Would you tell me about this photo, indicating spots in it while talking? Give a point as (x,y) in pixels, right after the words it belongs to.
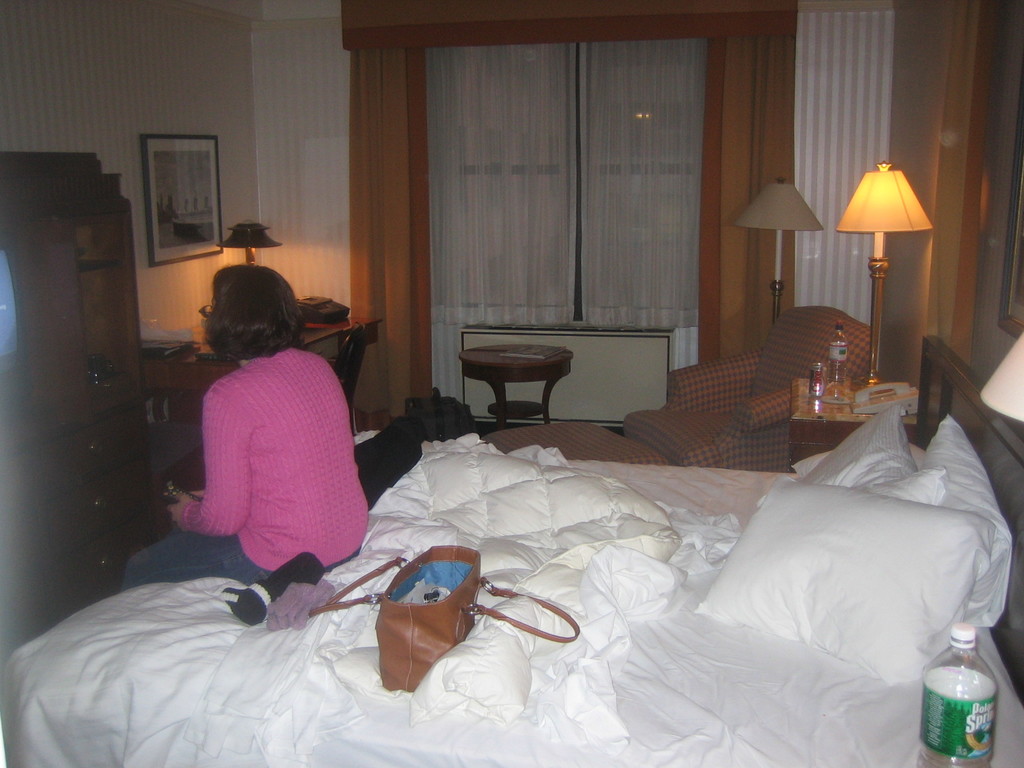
In the picture we can see a bedroom (670,679) with a white color pillow (930,544), bed sheets (715,690), and a handbag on it and we can also see a woman (297,456) sitting on it and she is with pink dress (285,459) and beside the bed (695,691) we can see a lamp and into the wall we can see a window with curtains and into the wall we can see a photo frame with some image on it and to the floor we can also see a stool (522,437).
